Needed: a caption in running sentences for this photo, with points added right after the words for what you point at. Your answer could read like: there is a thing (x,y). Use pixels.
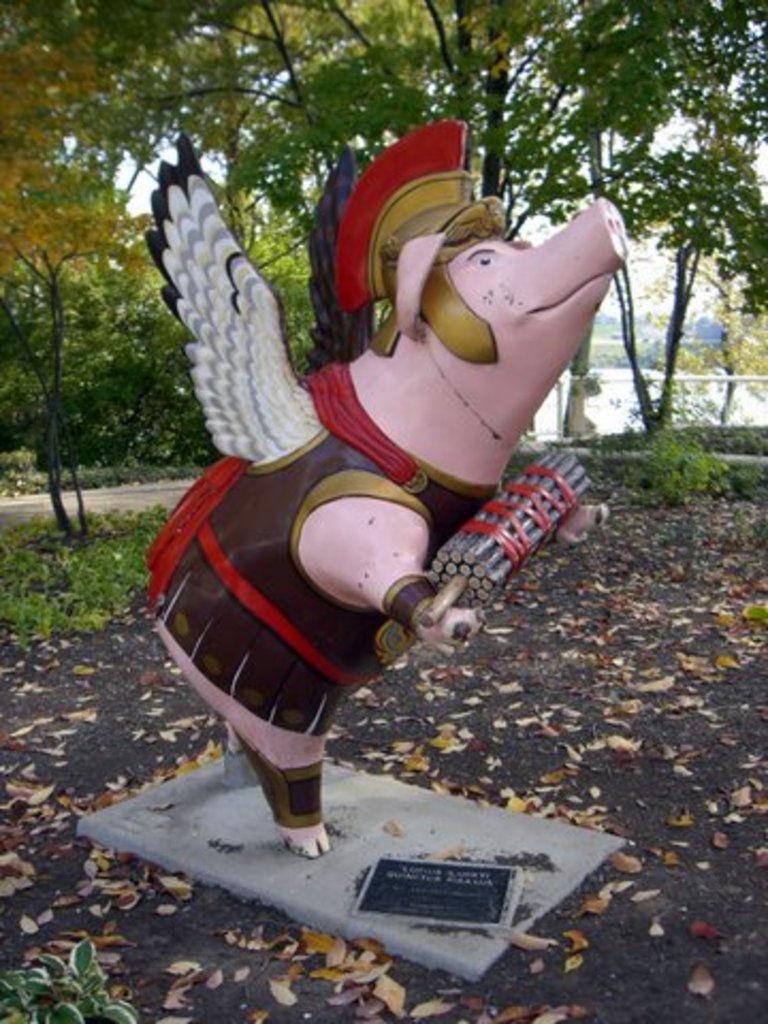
In this image we can see a sculpture (310,750), name board (450,884), shredded leaves (104,860) on the ground (654,597), shrubs (682,438), road (152,497), trees (640,108) and sky (683,139).
